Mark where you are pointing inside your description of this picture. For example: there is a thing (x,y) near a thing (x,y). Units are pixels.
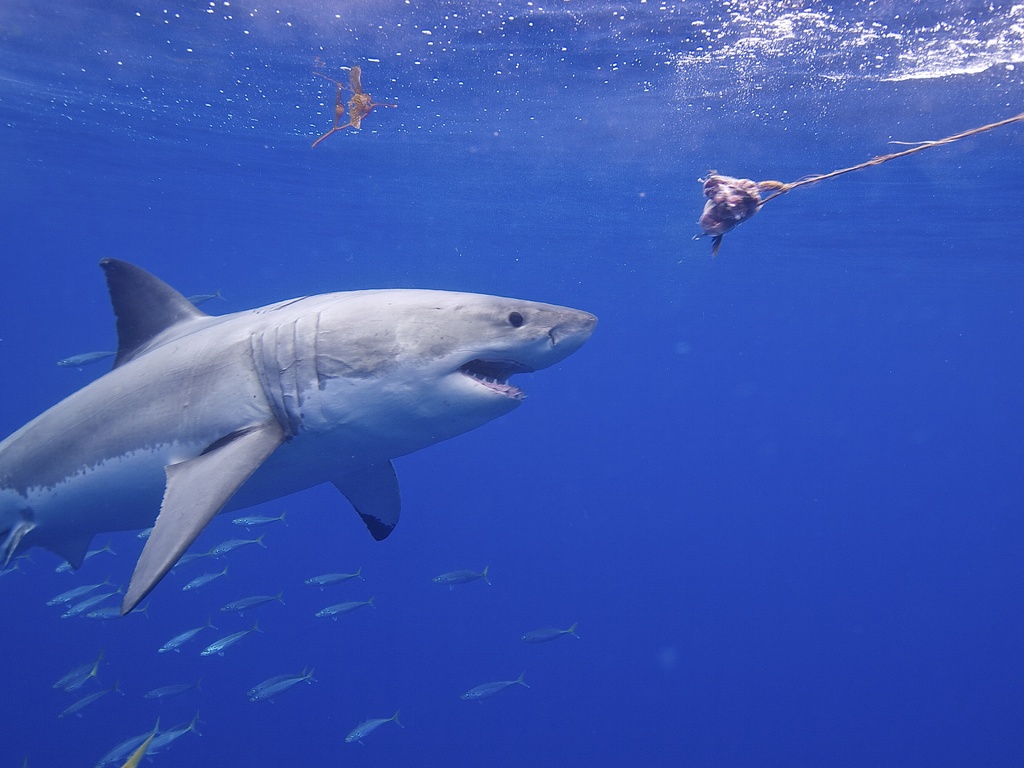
In this image there is a shark (340,413) in the water (827,246). In front of it there is a bait (740,208). At the bottom (174,686) there are so many small fishes (231,639) in the water (451,699).
